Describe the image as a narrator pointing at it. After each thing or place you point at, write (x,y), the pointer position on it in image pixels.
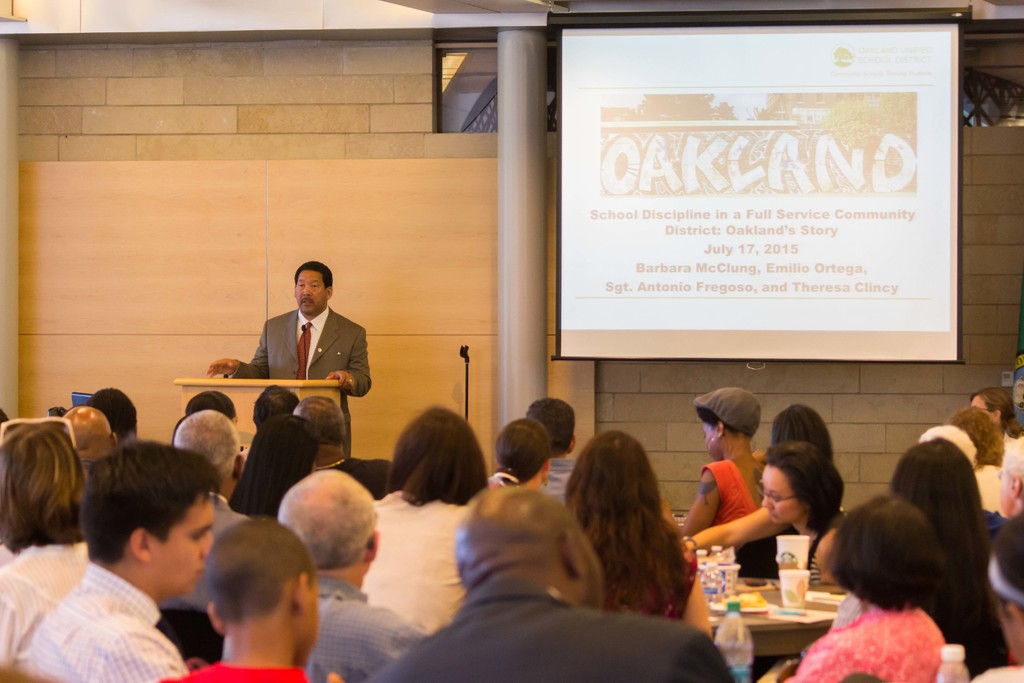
In this image a person (268,343) is standing before a podium (250,383) is wearing suit (316,356) and tie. Group of people (330,449) at the bottom of image (152,476). There is a table (755,623) on which bottles (738,643) and cups (787,601) are on it. At the right side (898,326) there is a screen (690,309) attached to the wall (25,133).
